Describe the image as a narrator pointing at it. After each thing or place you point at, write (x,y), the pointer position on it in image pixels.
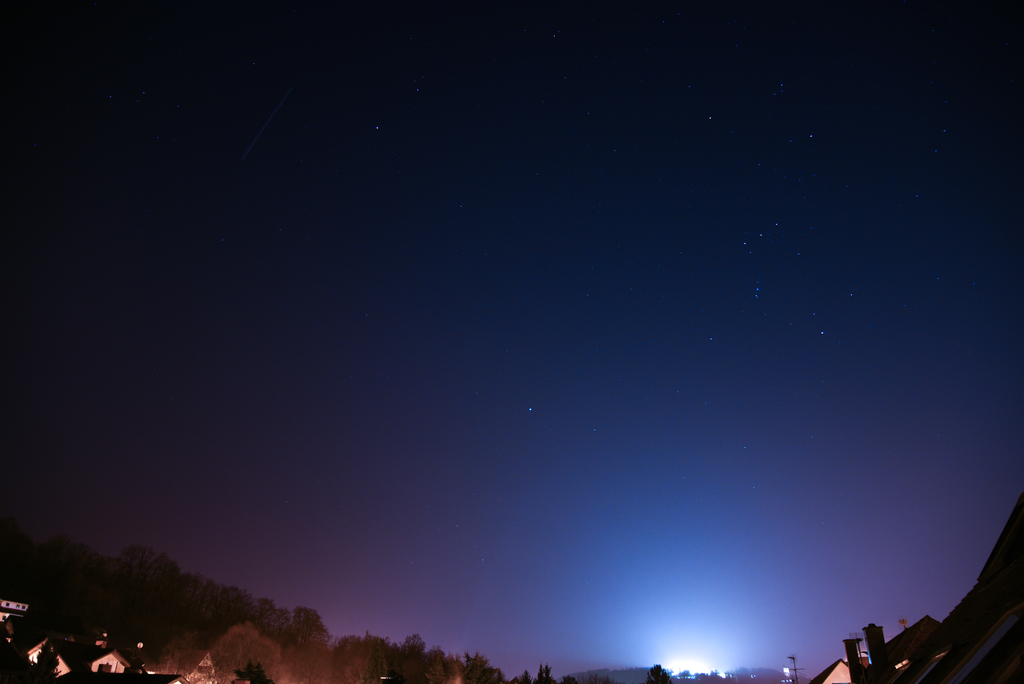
This is an image clicked in the dark. At the bottom of the image (334,659) I can see few buildings (83,663), trees (184,607) and the lights (787,670). At the top of the image (537,122) I can see the sky (564,269) along with the stars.
